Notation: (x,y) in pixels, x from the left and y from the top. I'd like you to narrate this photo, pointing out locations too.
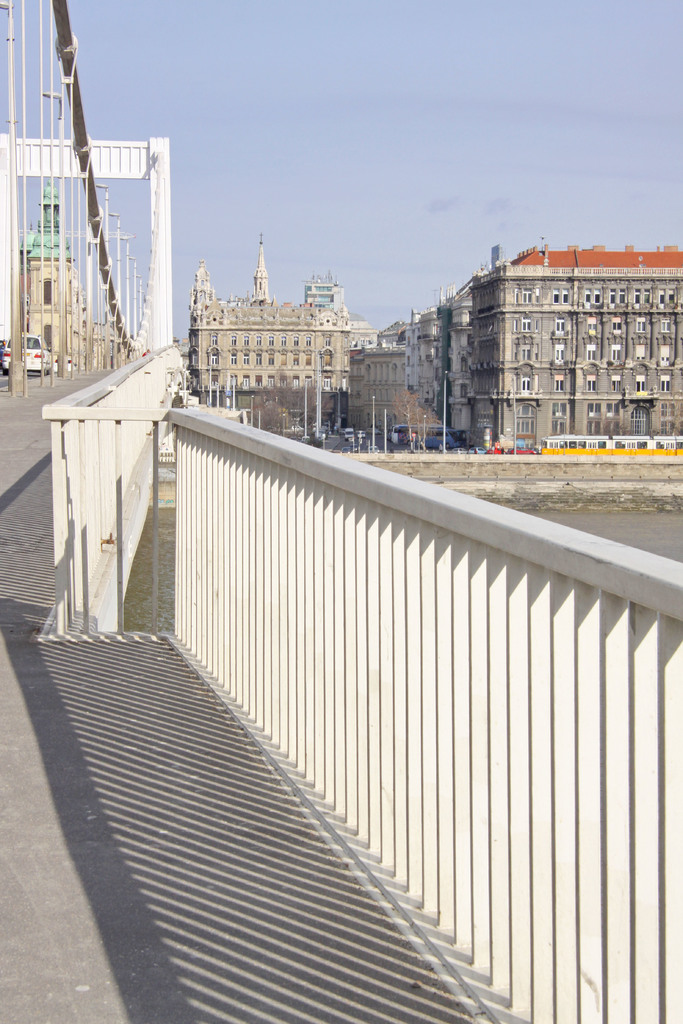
In this image we can see a bridge (152,659), there are some buildings (462,397), vehicles (443,438), poles (321,389), windows (234,343), trees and the wall (560,461), in the background (378,104) we can see the sky (375,107).
